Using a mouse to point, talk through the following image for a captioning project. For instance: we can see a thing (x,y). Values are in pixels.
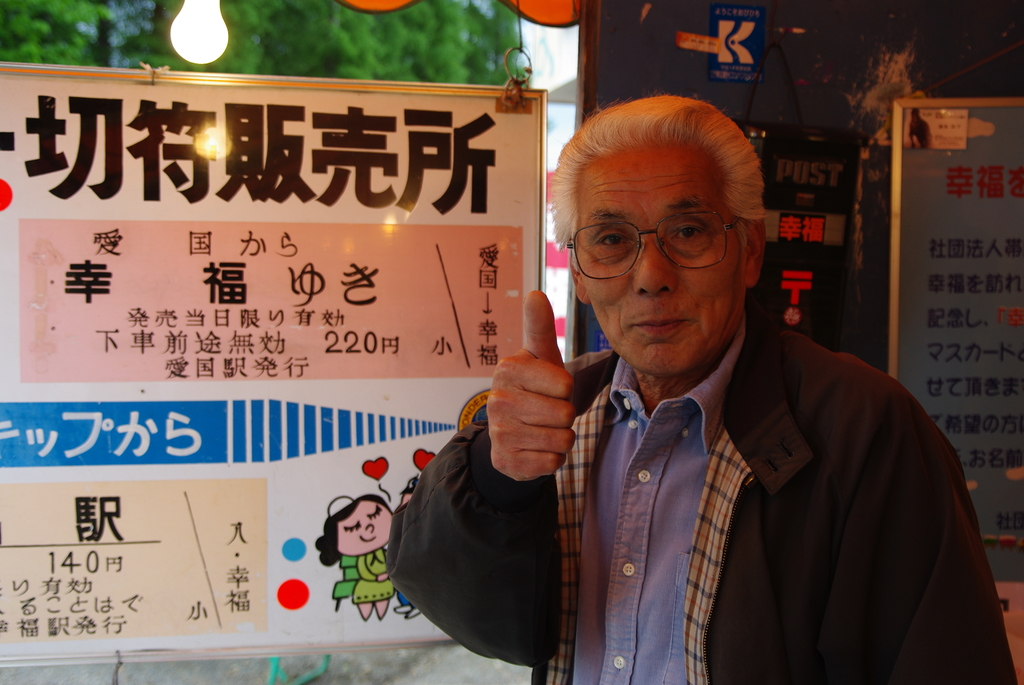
In this image we can see a man (552,654) and he is smiling. He wore spectacles (624,261). In the background (467,338) we can see boards (943,317), light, and trees (157,36).
